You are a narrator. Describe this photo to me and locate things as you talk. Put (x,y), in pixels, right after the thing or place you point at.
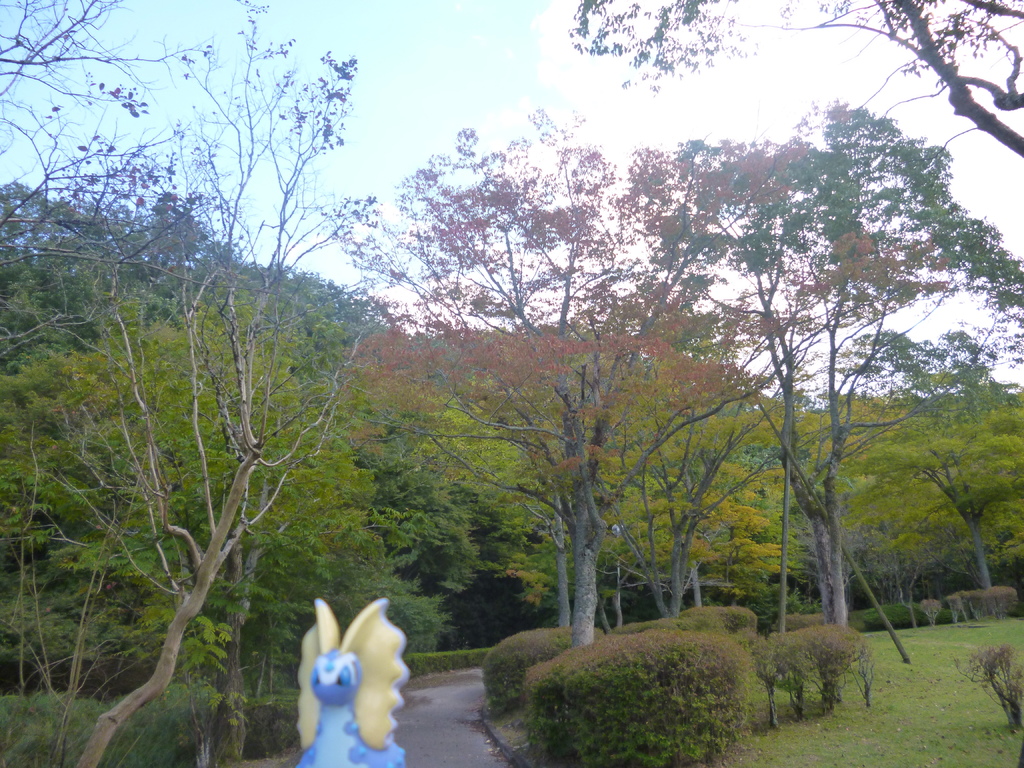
In this image we can see a sculpture (341,712), walking path (439,683), bushes (671,654), ground (883,675), trees (409,418) and sky (587,139) with clouds (783,141).
